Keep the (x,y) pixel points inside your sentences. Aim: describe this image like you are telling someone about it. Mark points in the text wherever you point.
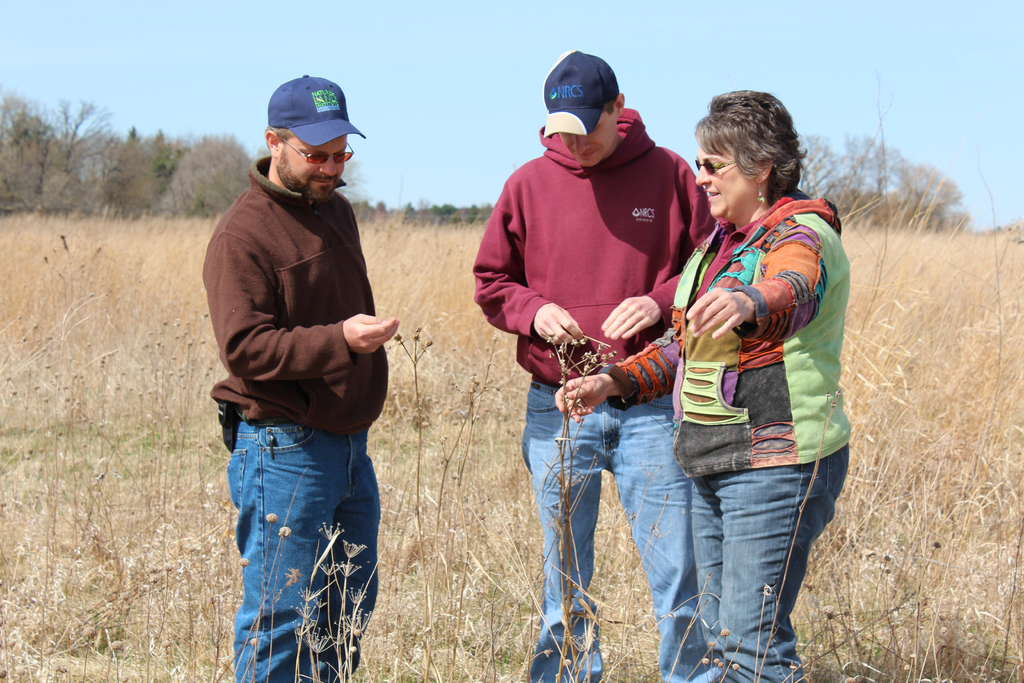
In this image I can see two men (323,235) and a woman (763,195) are standing. These men (579,272) are wearing caps (585,95). These people (336,313) are wearing glasses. In the background (424,317) I can see the grass (406,292), trees (226,204) and the sky (449,78).
